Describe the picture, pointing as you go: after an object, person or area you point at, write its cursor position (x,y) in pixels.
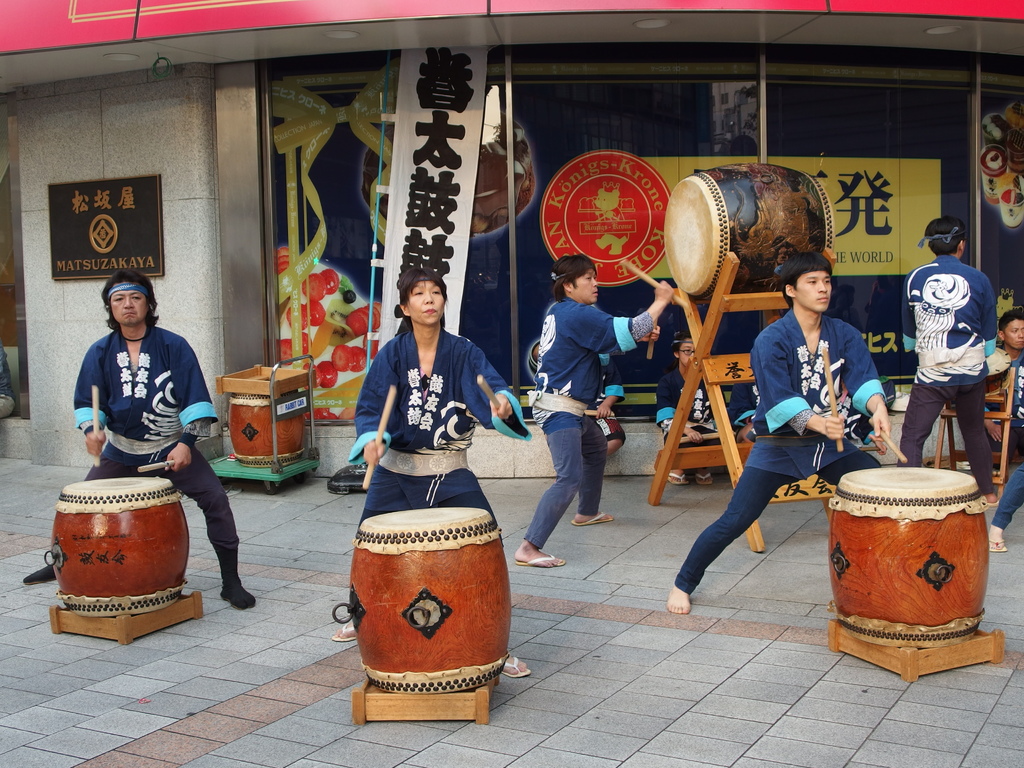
A band of people (933,327) are playing drums (679,244) on a footpath (578,657) in front of a store (324,240).
